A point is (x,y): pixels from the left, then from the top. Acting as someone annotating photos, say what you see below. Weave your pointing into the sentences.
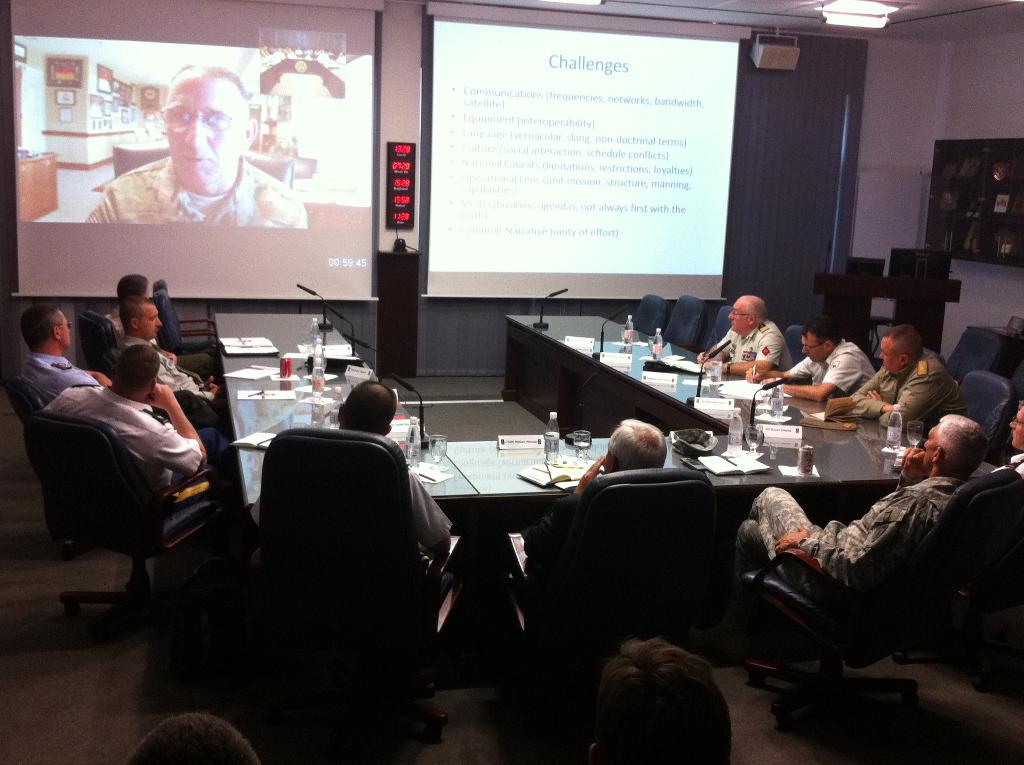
On the background (350,145) we can see two screens (358,180). This is a wall (910,164). This is a cupboard (975,238). Here we can see few persons (898,368) sitting on chairs (910,602) in front of a table (721,485) and on the table (621,340) we can see mikes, water bottles (311,337), tins (287,365), glass of water (586,443).
